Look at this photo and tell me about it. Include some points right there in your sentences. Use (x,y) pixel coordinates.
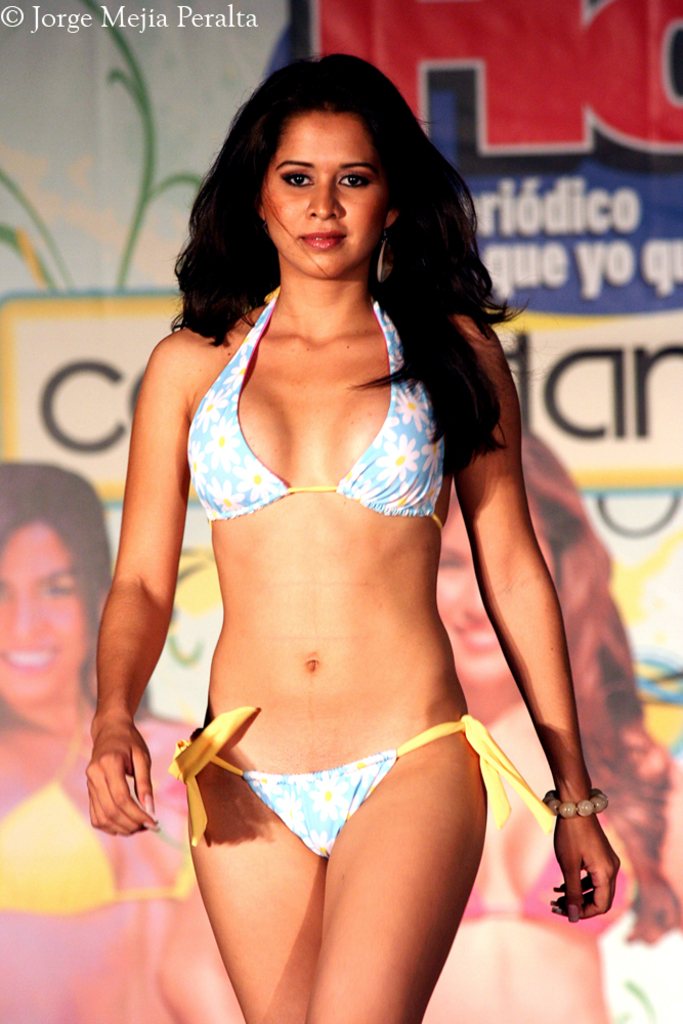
In the picture I can see a woman (388,438) wearing a bikini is walking and there is a banner (551,225) behind her.
